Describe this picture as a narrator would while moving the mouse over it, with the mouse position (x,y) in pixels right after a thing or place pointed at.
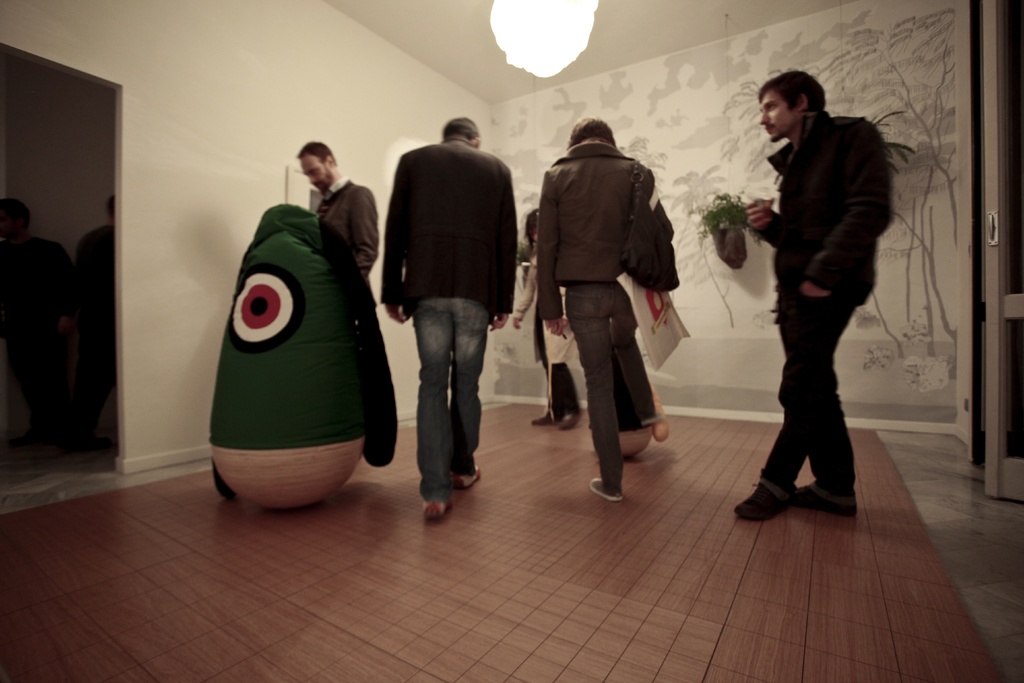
In this image I can see the group of people (553,396) and the toys (617,424). In the background (731,242) I can see the flower pots (731,242) to the wall (532,184). I can see the light (531,44) at the top (529,40).
